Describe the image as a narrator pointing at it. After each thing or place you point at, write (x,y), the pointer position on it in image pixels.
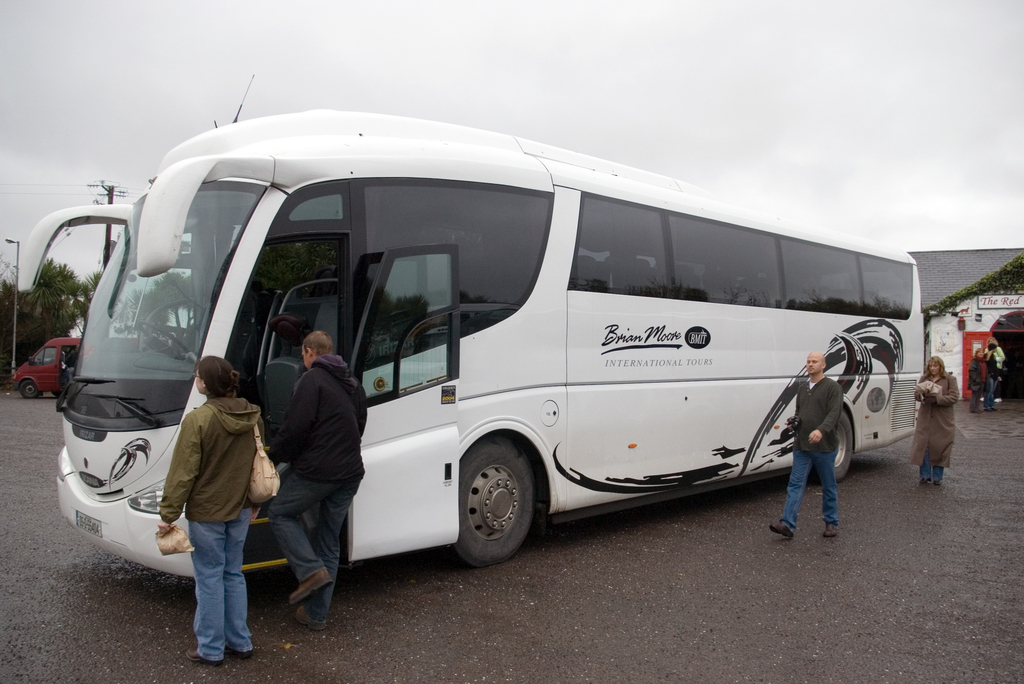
In this image we can see the vehicles (198,284), there are some trees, people (357,454), wires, poles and a house (942,330), on the house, we can see the text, in the background (857,16) we can see the sky (646,61).
